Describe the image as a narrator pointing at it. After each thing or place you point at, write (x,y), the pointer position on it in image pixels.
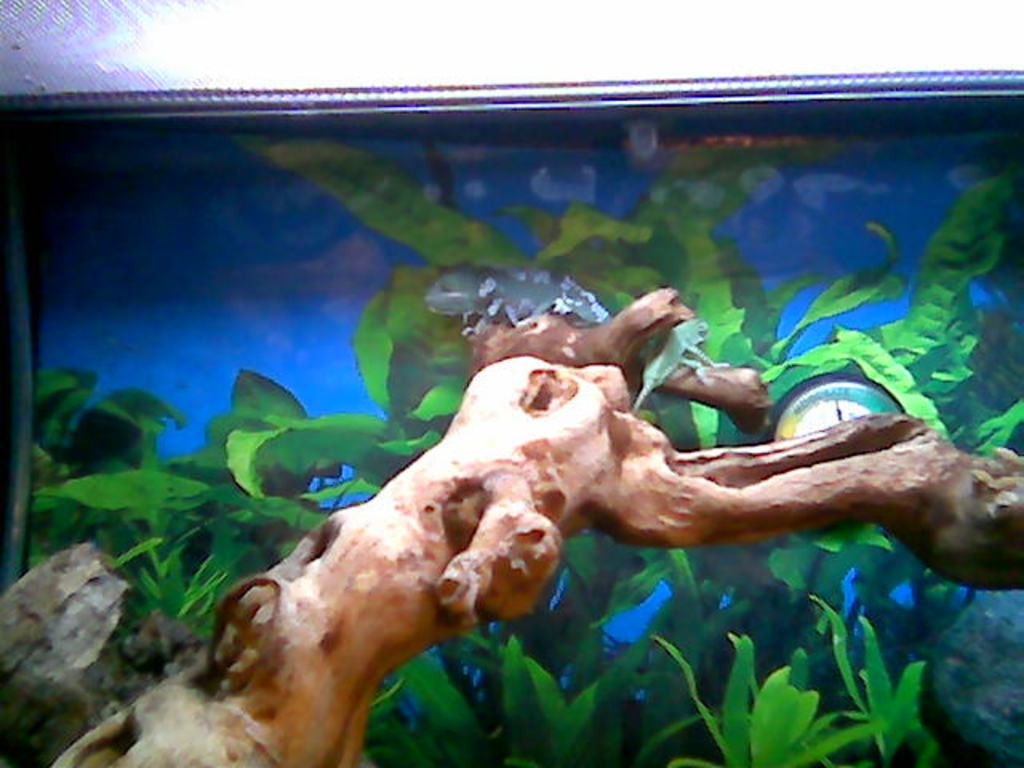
In this image there are plants (440,430), branch (543,460), reptiles (697,341), rock (70,567), frame (252,113) and gauge (826,388). In the background of the image (263,296) it is in blue color.
